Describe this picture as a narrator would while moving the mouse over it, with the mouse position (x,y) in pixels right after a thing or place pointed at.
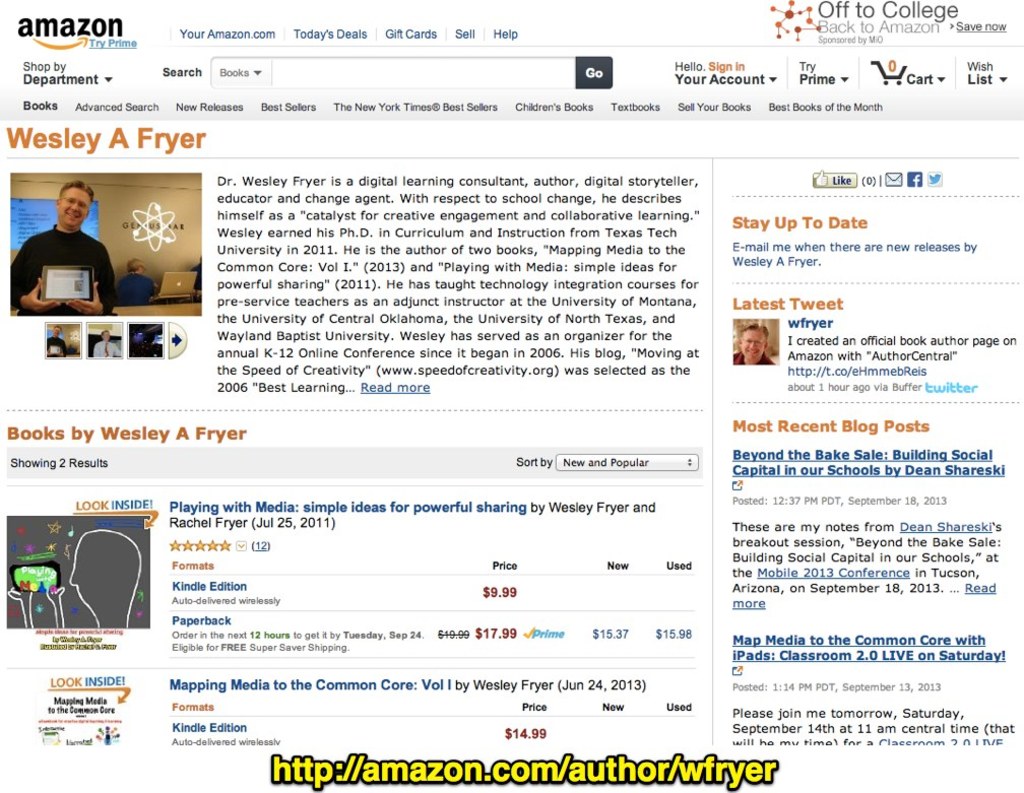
There is a screenshot. There are images (151,208) and matter (138,108) is written. There is an url (366,780) at the bottom (567,780) in yellow color.
